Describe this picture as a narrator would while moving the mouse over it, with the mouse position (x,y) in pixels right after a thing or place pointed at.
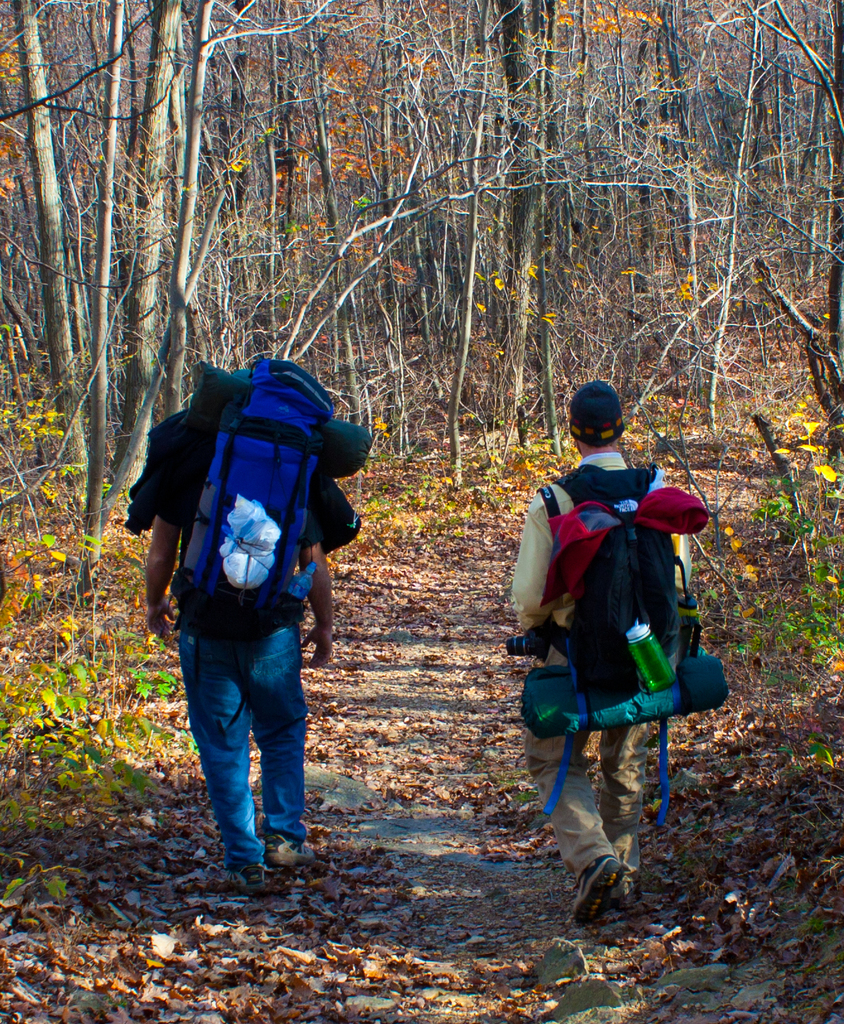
In this picture we can see two persons (356,515) carrying bags (630,553) and walking on the ground (415,784), dried leaves (402,794), bottles (645,648) and in the background (429,152) we can see trees (554,133).
